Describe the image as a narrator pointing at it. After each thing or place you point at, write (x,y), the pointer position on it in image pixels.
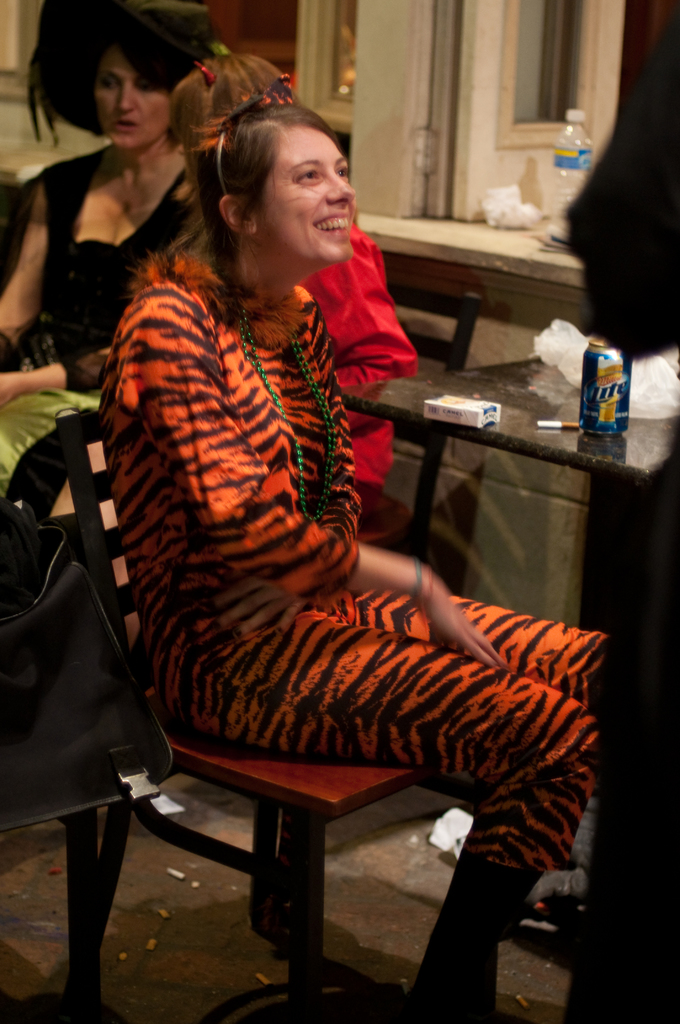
In the front (194,416) on the chair (105,554) there is a lady (331,604) sitting with orange and black color dress (256,538). She is smiling. Beside her there is a table (550,458) with tin (596,397), cigar (539,426) and packet (455,414) on it. Behind the lady (341,228) there is another lady (127,257) with black dress (89,173). She is sitting on the chair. To the right side (490,109) top there is a window (511,119) and a bottle (580,170).
